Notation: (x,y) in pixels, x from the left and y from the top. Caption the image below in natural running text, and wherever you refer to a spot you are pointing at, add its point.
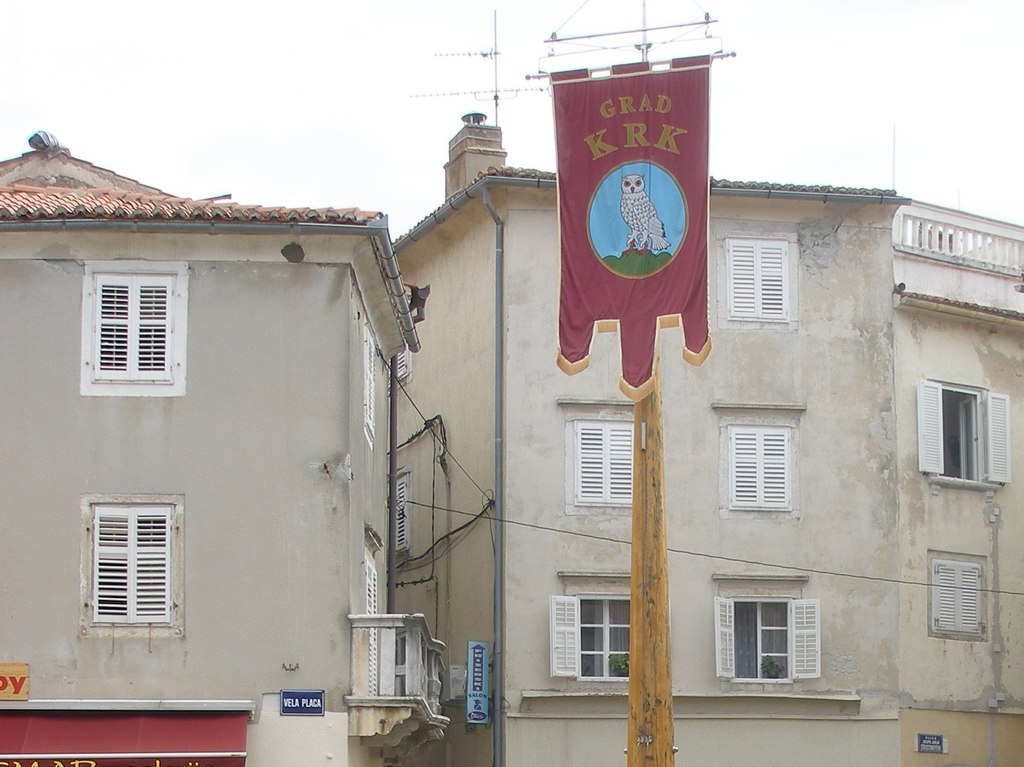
In this image we can see few buildings (343,445) and they are having many windows (763,434). There are few antennas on the building (479,668). There are few boards (474,677) attached to the walls (450,664) of the building (283,640). We can see the sky (335,40) in the image. There is a flag (559,74) in the image.
